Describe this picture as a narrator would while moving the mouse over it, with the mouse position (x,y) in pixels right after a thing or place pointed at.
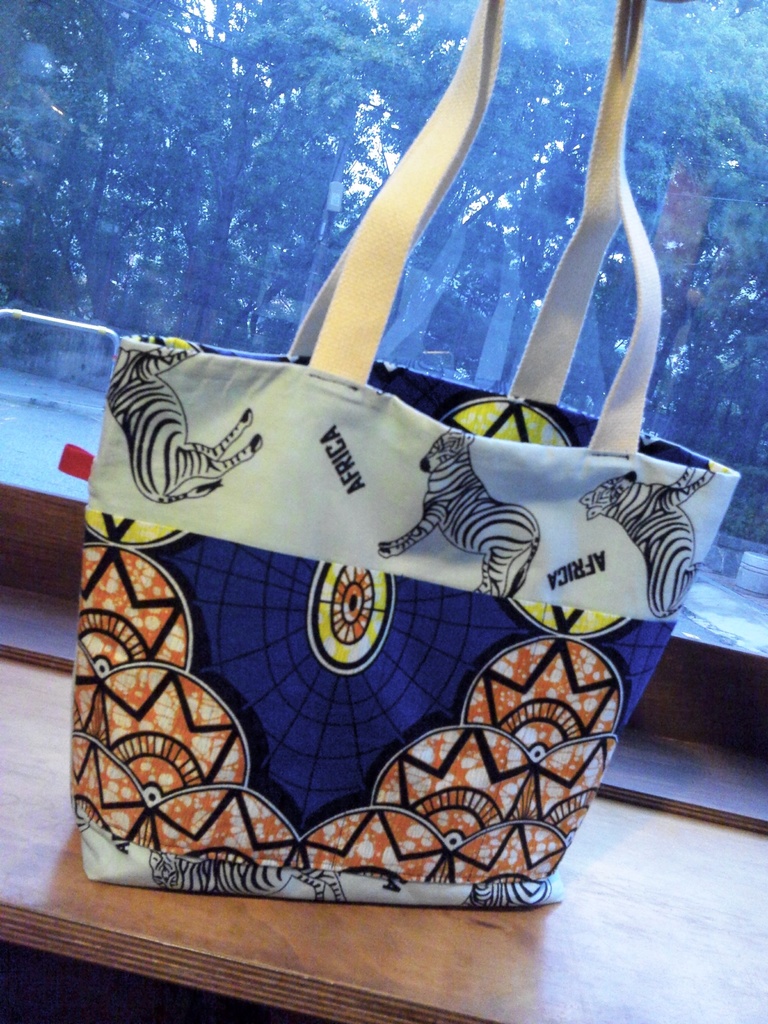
In this background (241,149) there are some trees (211,138) and there is a road (10,421), in front of road (15,431) there is a table (27,799), on the table (27,787) there is a colorful bag (217,760) kept on the table (26,725). And some text (325,440) written on that bag (359,489).
